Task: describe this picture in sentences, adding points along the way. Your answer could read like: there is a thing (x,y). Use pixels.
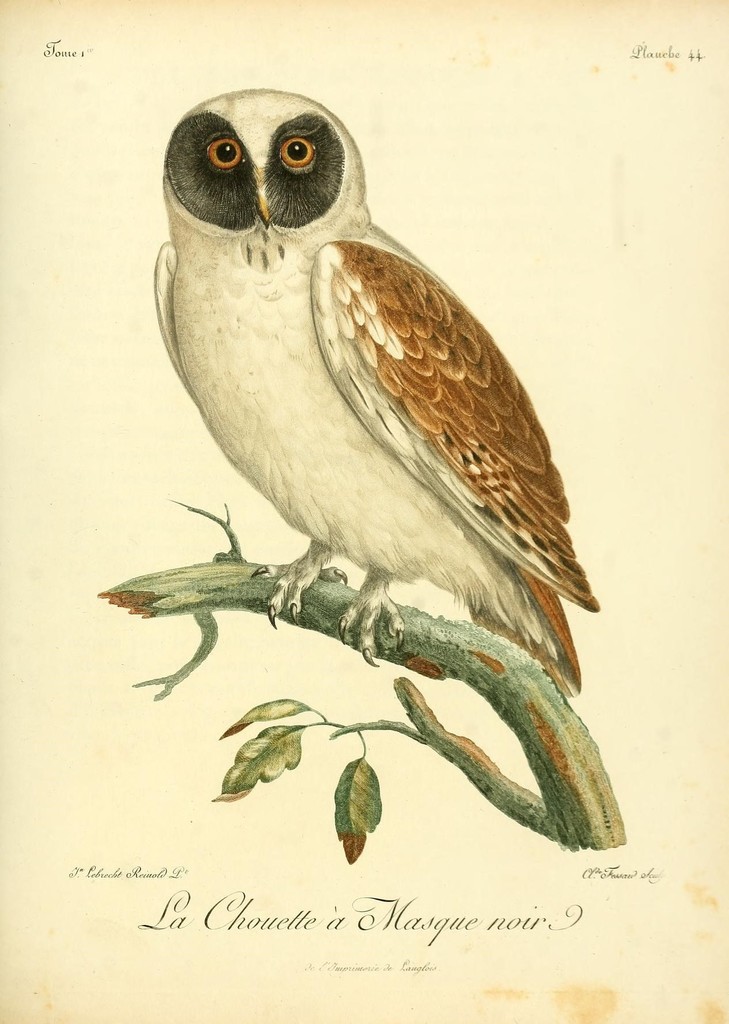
This image looks like a front cover (358,23) of a book (269,972) in which I can see an owl (369,513) is sitting on the branch (460,630) of a tree (435,634) and a text (433,920).
